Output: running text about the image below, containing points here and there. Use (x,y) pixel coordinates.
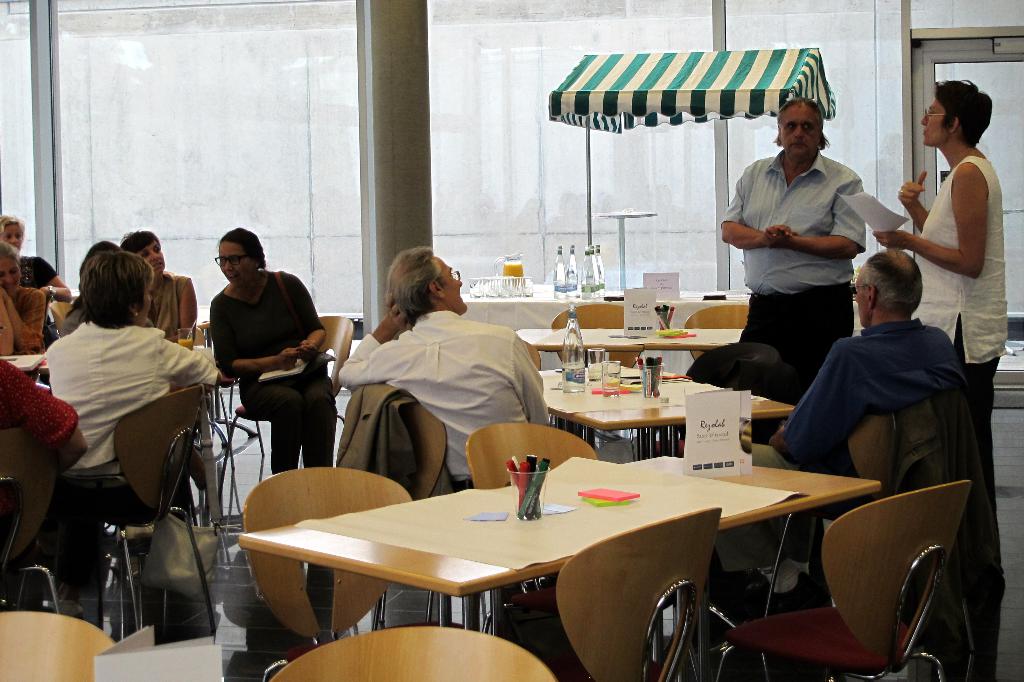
This image is taken in a restaurant (361,311) where a group of people (277,341) are sitting and standing. The woman (936,237) at the right side (954,244) is holding a paper (886,218) in her hand (897,230). In front of the woman (965,231) a man (811,222) is standing and looking forward. In the center (454,331) man (441,360) wearing a white shirt (431,372) is sitting on a chair (425,424) leaning his hand (391,331) on chair (439,428). In the center (600,407) there on the table (616,400) there are bottle (572,363), glass (609,375), pen stand (532,470). At the left side (117,296) few peoples (158,318) are sitting on a chair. In the background (601,135) there is a tent (672,91), door (974,56) and a window (336,136).
